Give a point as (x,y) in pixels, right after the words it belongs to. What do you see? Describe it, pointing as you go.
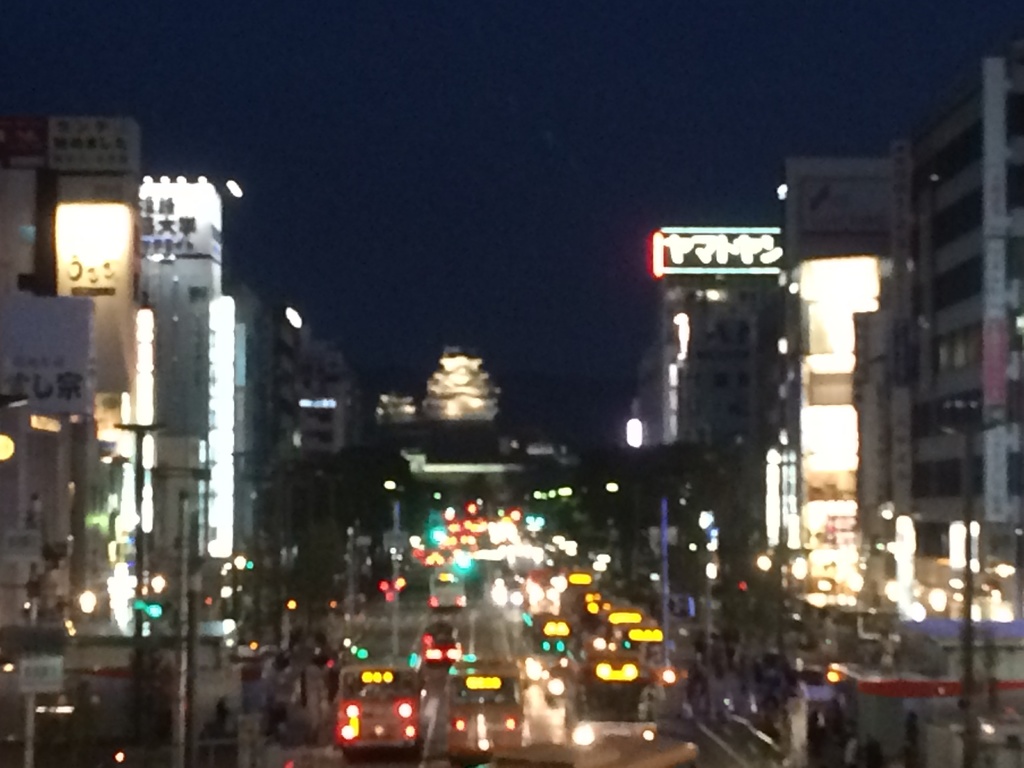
In this image, I can see buildings (206,411), vehicles (567,620) on the road (501,557) and lights (514,519). In the background (530,133), there is the sky (441,144).
